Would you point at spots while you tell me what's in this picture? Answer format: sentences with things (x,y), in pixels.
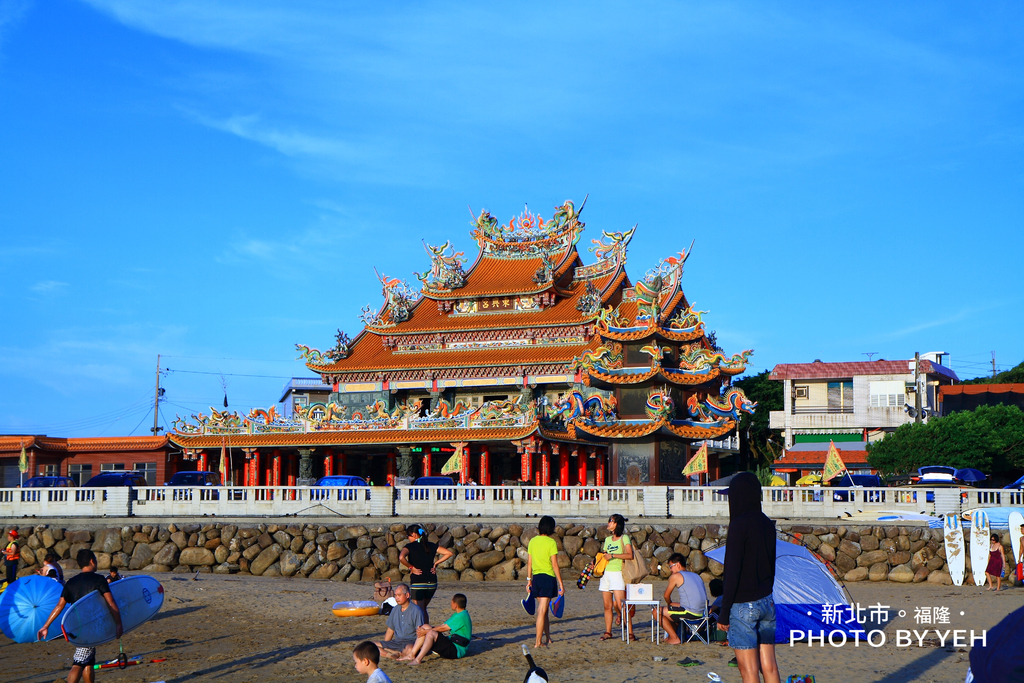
In this picture we can see some people (118,578), surfboards (983,547), umbrellas (43,588), table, swim tube (355,602) and some objects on sand (810,671). In the background (140,553) we can see stones (72,542), flags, fence (951,505), vehicles (874,480), buildings (428,472), poles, trees (761,395), wires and the sky (305,217).
